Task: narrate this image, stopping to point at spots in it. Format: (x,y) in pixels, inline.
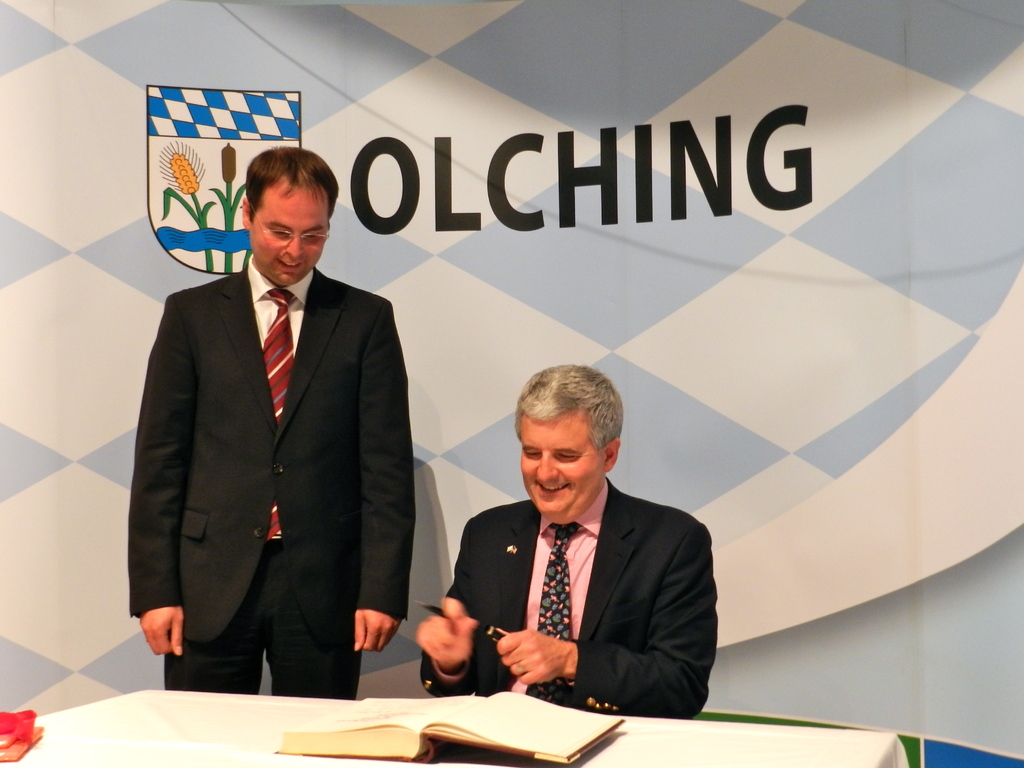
In this image I see 2 men (673,681) who are wearing suits (211,463) and I see that both of them are smiling and I see that this man (183,378) is standing and this man (496,528) is sitting and there is a table (181,749) over here on which there is a book (326,745) and a red color thing (26,717) over here and I see that this man (477,600) is holding things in his hand (452,641). In the background (196,205) I see a logo (156,206) over here and I see a word (771,116).
